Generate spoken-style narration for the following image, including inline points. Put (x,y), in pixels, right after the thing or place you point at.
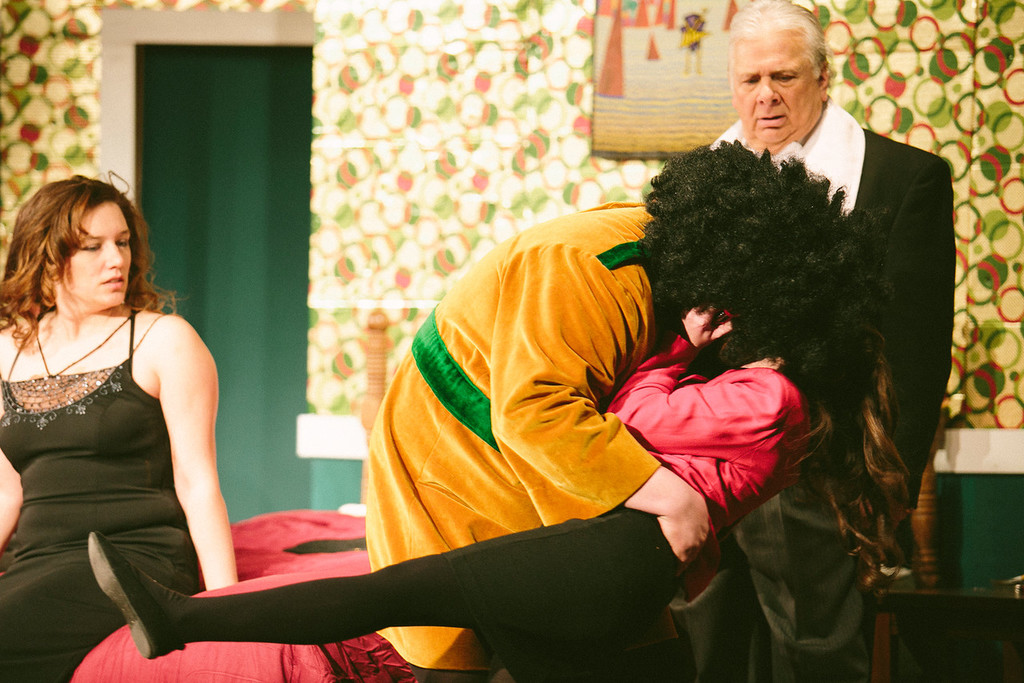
In this picture we can see four people (207,432) where a woman (24,383) sitting on a red cloth (316,562), bed (340,670) and in the background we can see a frame (640,97) on the wall (463,23).
